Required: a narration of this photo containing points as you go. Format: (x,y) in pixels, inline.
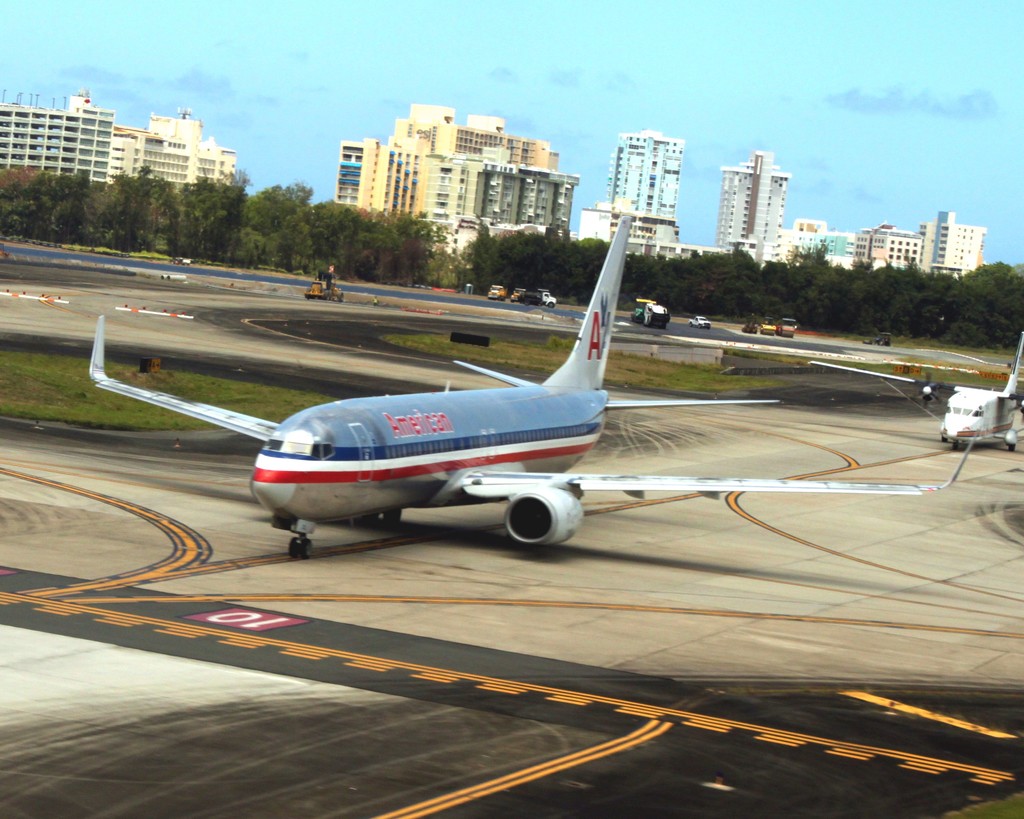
In this image we can see aeroplanes (487,488). In the background (307,297) there are vehicles (654,311) on the runway (634,712) and we can see buildings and trees (886,310). At the top (511,106) there is sky (548,96).
